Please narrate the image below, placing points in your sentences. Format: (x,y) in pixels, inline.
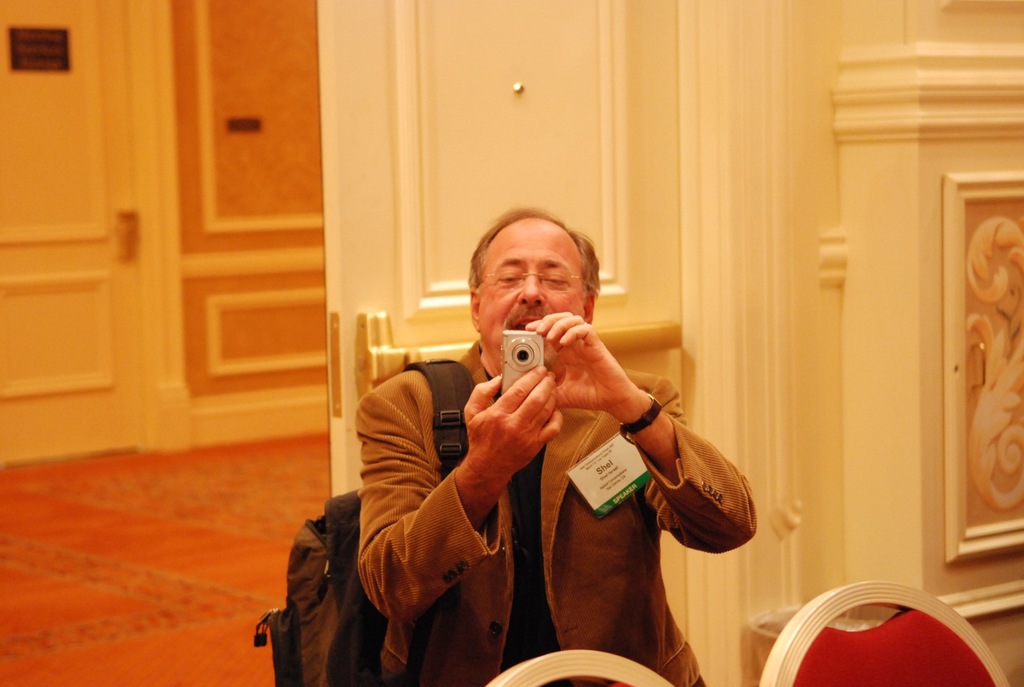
Here in this picture we can see a person (486,469) standing on the floor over there and he is holding a camera (532,359) in his hand (510,391) and we can see ID card (623,446) and a bag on him and in front of him we can see a couple of chairs (599,665) present and behind him we can see a door (443,247) present over there.
